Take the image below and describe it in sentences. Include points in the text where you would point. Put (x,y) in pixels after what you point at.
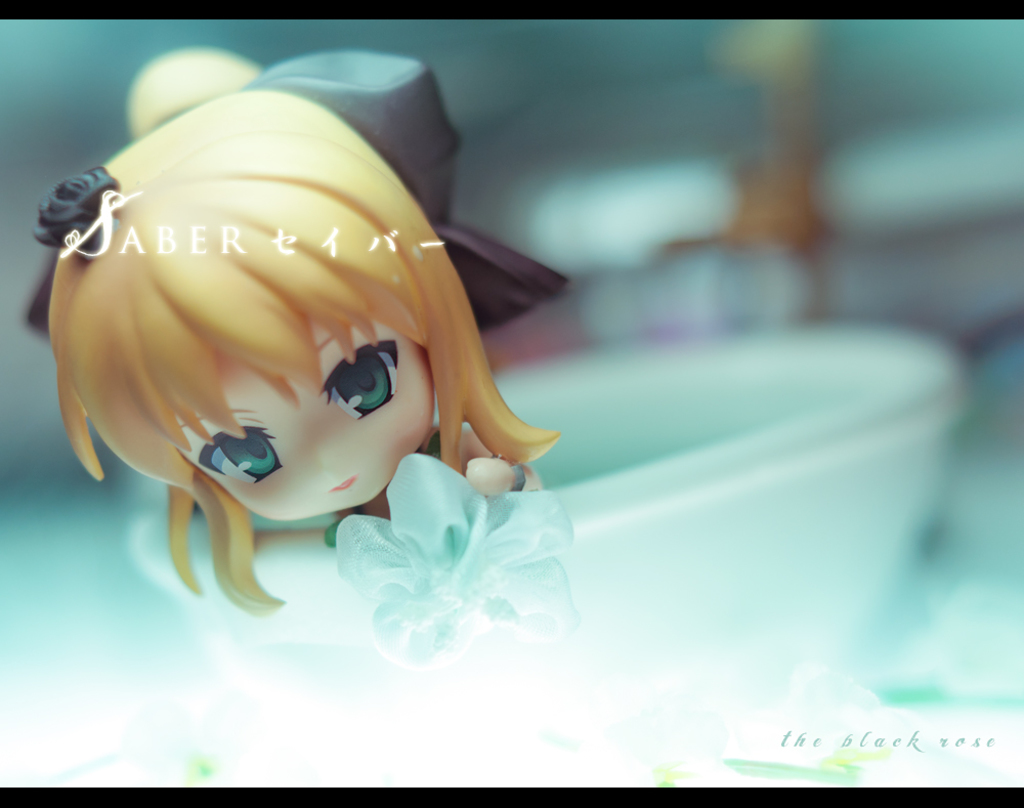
This image is an edited image. In this image there is a bowl (668,459) and there is a toy (259,333) in the bowl (573,544) and there is a text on this image.
